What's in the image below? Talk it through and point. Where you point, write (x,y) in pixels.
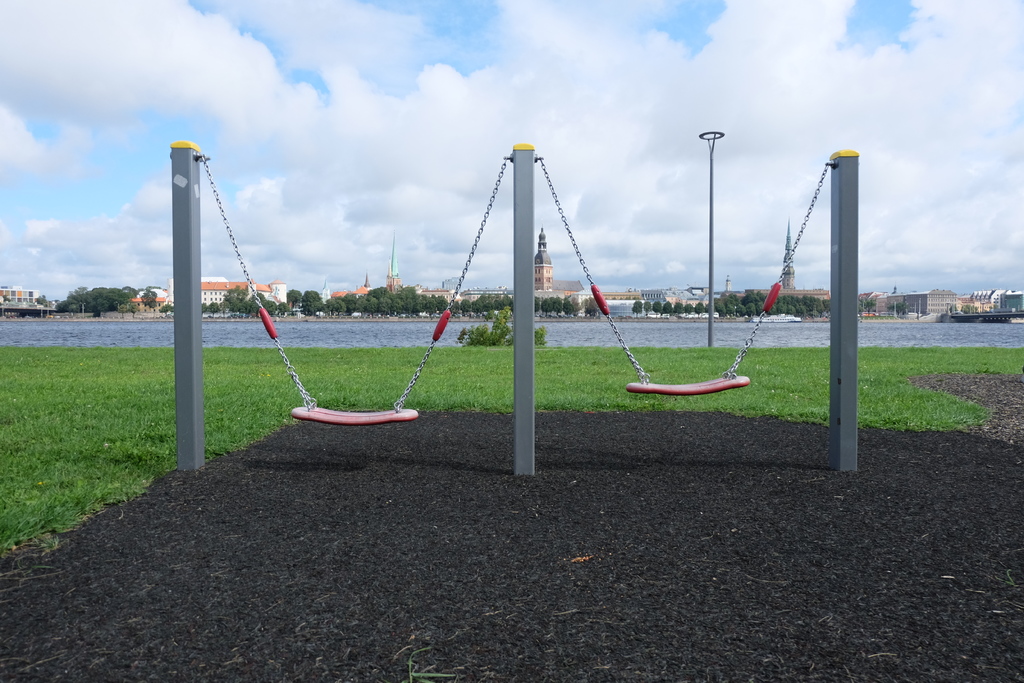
In the picture we can see a grass surface (137,413) on it, we can see three poles (850,294) and in the background (65,118), we can see the water surface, trees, buildings (976,300), and the sky (568,85) with clouds (6,112).
